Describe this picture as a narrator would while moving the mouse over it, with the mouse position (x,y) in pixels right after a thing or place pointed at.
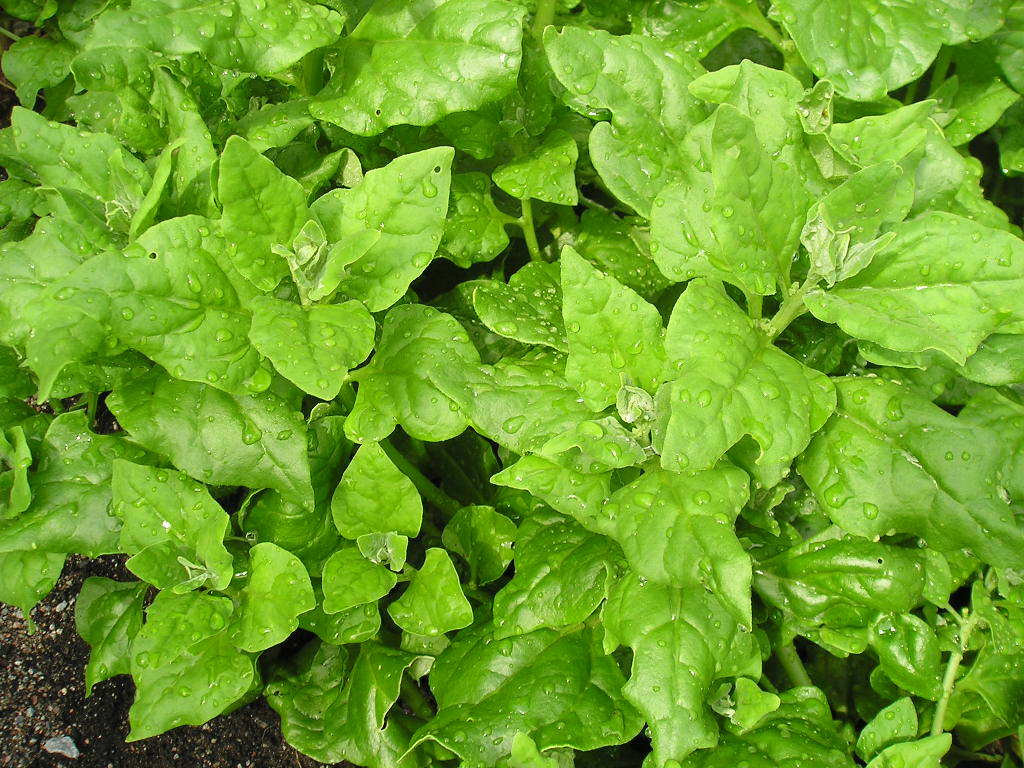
In this picture I can observe some plants (201,425) on the ground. On the leaves (231,272) of the plants (231,272) there are some water droplets (232,246).
